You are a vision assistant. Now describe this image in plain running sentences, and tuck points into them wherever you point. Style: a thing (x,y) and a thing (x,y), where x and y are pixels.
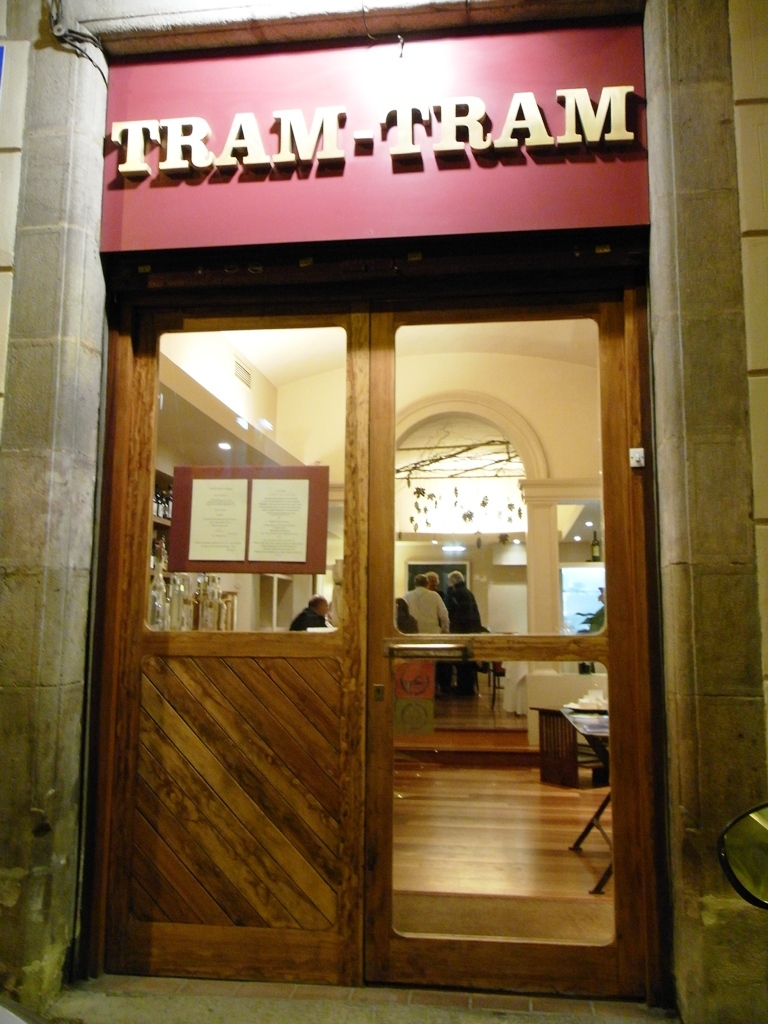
In this image I can observe a door (546,959). At the top (480,112) there is some text (480,112) on it. In the background (465,681) there are some people (449,611).
